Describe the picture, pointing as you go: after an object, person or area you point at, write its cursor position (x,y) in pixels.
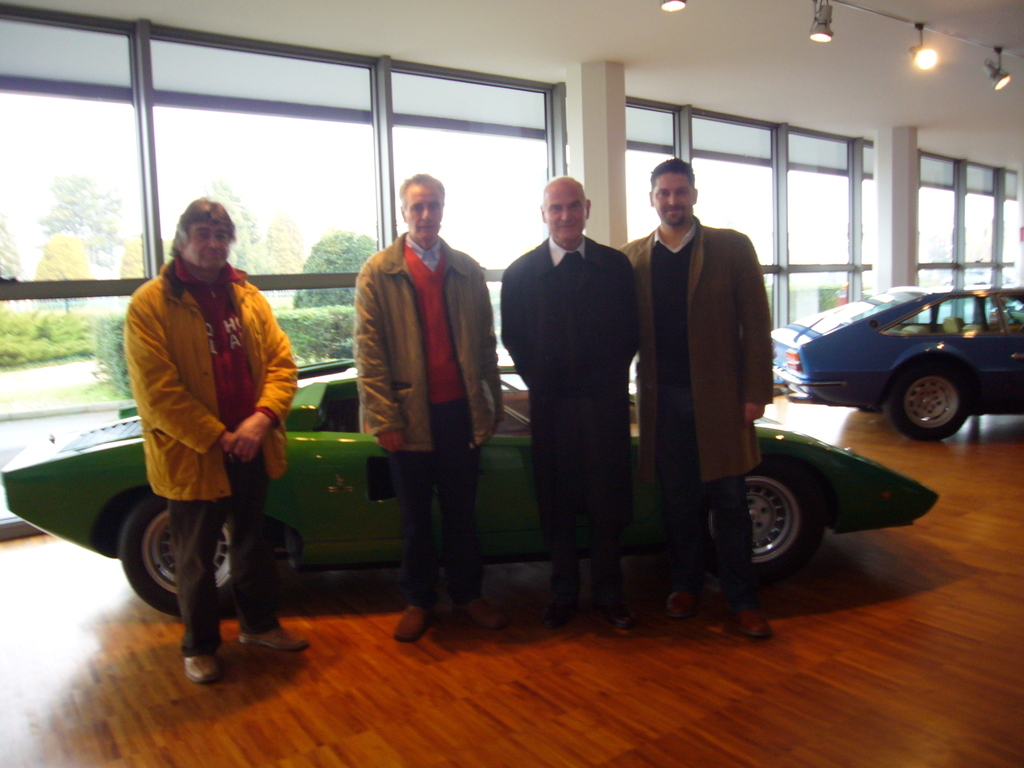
In the center of the image (578,360) we can see four people (541,339) are standing and they are in different costumes (564,315). Among them, we can see two people (658,314) are smiling. In the background (952,264) there is a wall (613,97), glass (630,117), floor (810,588), vehicles (766,468) and lights (926,58). Through the glass (739,132), we can see trees (253,255).
